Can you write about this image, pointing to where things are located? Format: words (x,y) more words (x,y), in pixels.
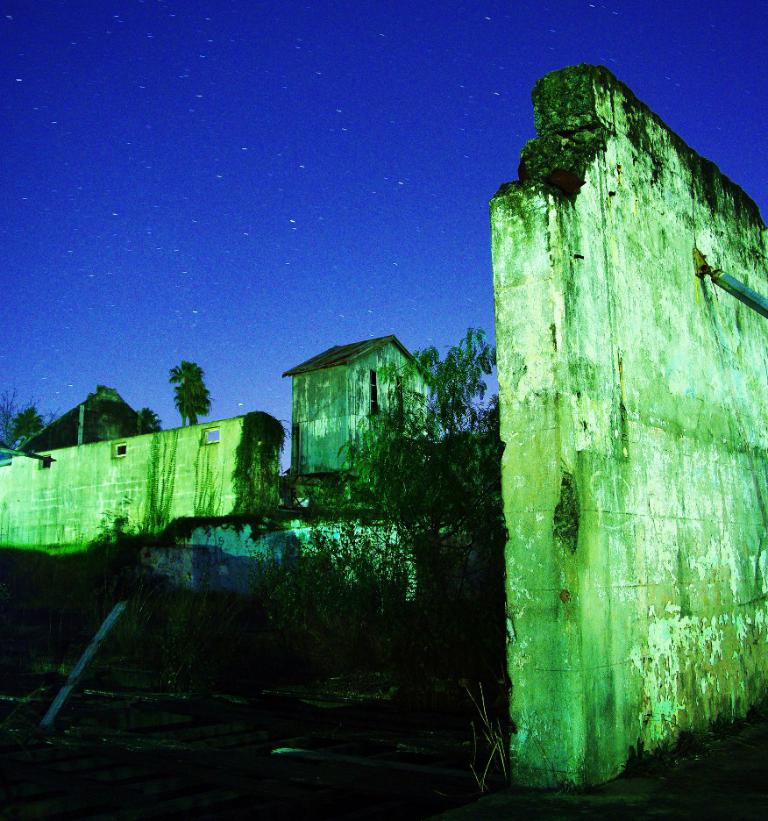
In this image we can see walls (554,578), trees (483,419), objects (305,501), small shed (336,450) and stars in the sky (302,54).
